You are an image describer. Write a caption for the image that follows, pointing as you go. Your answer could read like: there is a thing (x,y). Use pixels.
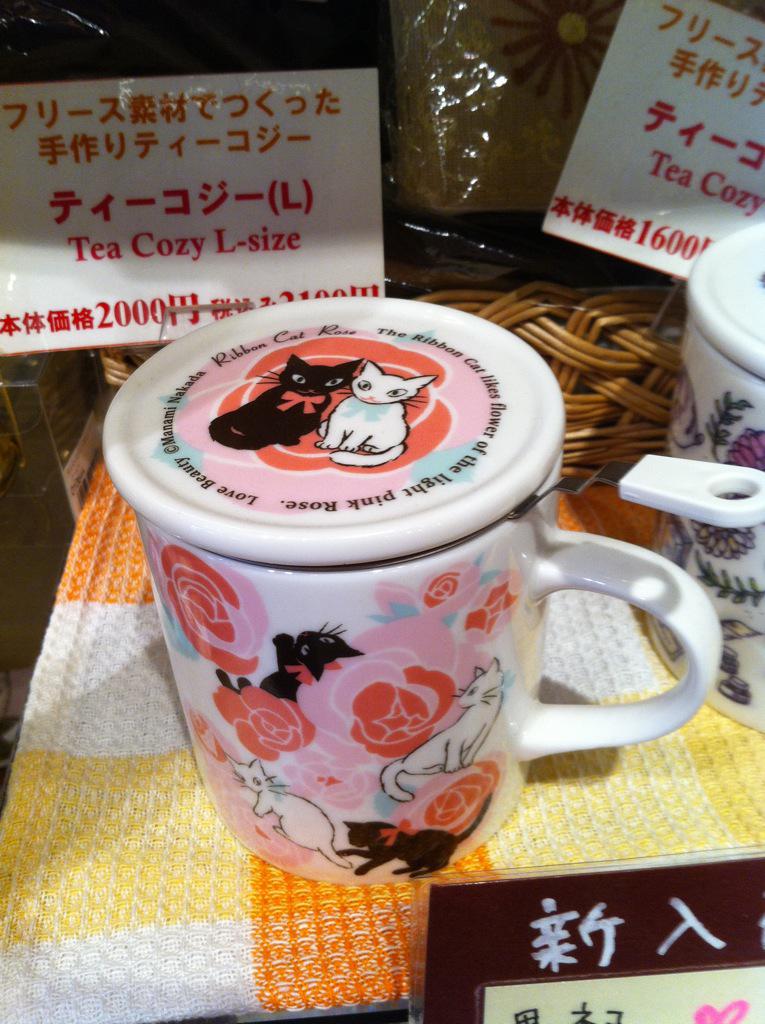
In this picture there are two floral cups (374,654) on the table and there is a basket (601,376) and there are stickers (719,82) on the cover (472,109). At the bottom (736,801) there is a cloth (161,663) and there is a board (440,1000) and there is a text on the board (651,912) and on the stickers (189,237).
